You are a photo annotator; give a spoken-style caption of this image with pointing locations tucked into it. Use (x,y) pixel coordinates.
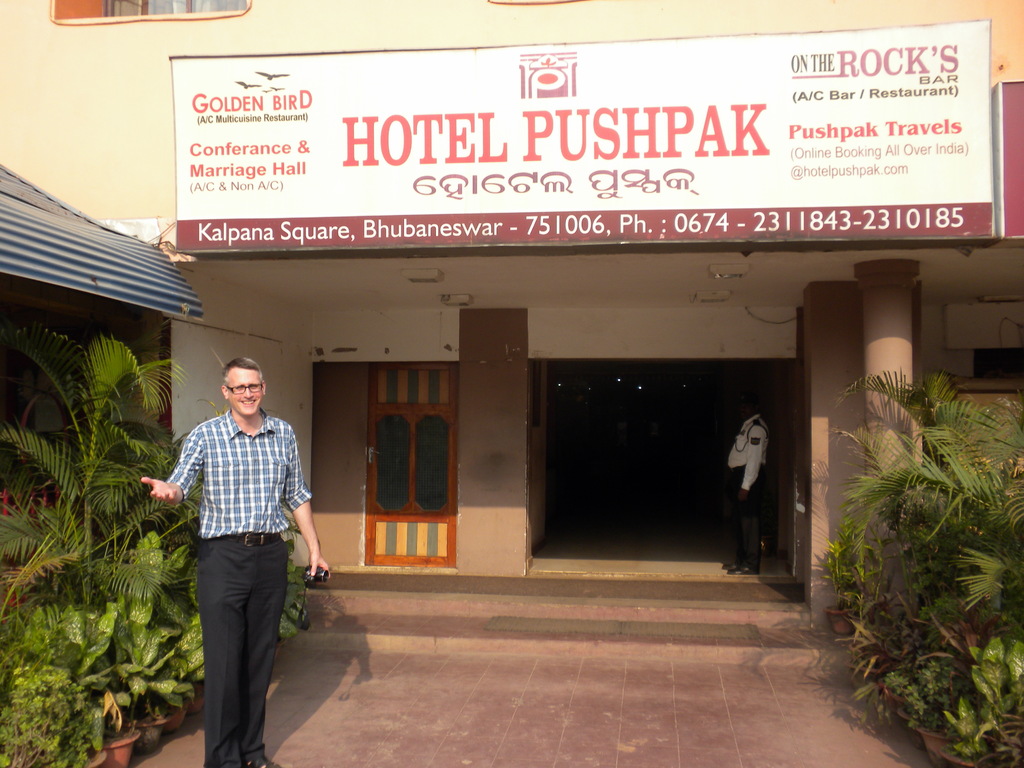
In this image, we can see a few people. There are a few plants (77,660). We can also see the window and an entrance (556,522). There are a few stairs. We can also see the ground (700,704). There is a board (191,210) with some text (822,58) printed. There is a shed (20,186) on the left (0,191). We can see a pillar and some lights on the roof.
